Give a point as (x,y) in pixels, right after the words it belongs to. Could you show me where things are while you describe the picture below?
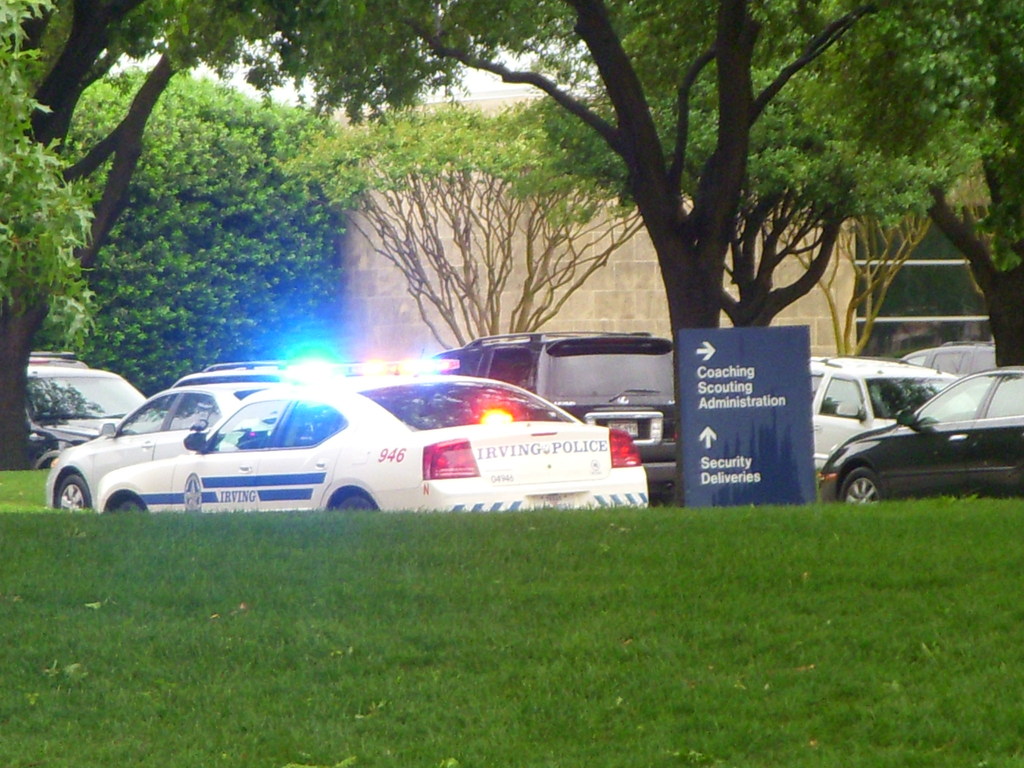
At the bottom of the image (397,598) there is grass (432,593). In the center of the image (450,397) there are cars (492,389). In the background of the image (239,303) there are trees (678,135) and wall (389,293).
